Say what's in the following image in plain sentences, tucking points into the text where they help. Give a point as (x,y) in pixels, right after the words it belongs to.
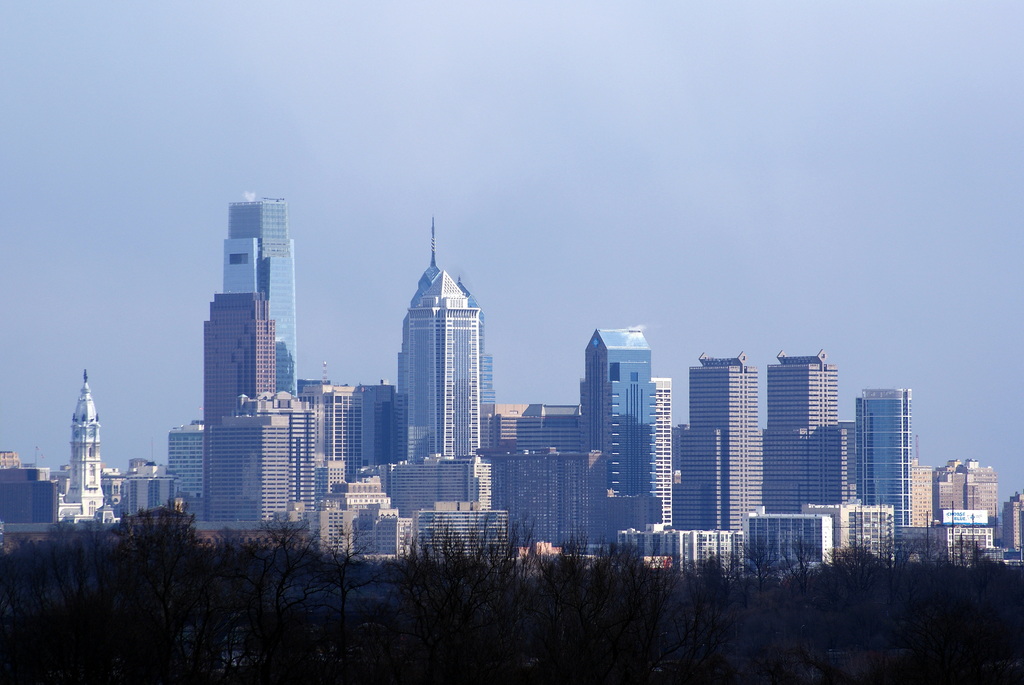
In this image we can see a group of buildings (398,442) and some towers (99,493). We can also see a group of trees (579,558) and the sky (506,327) which looks cloudy.
